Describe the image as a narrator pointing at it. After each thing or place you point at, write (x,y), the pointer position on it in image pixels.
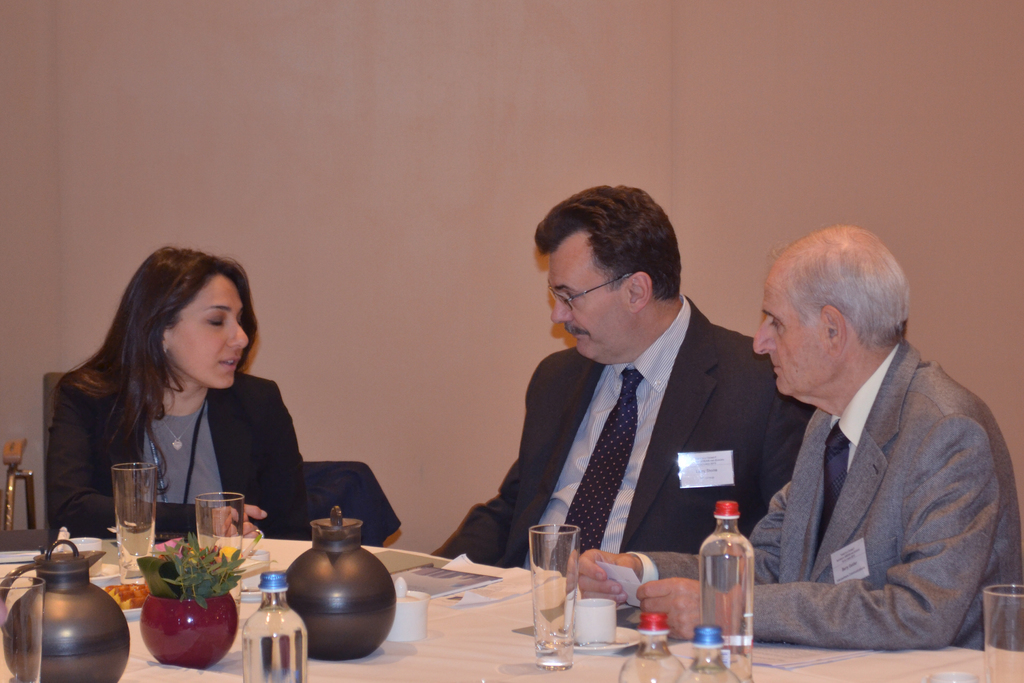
In the image there is a woman (246,411) and two men (749,507) sat on chair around the table (329,677). It had water bottles (737,581), jars (342,606) and bowls (172,609) on it.
